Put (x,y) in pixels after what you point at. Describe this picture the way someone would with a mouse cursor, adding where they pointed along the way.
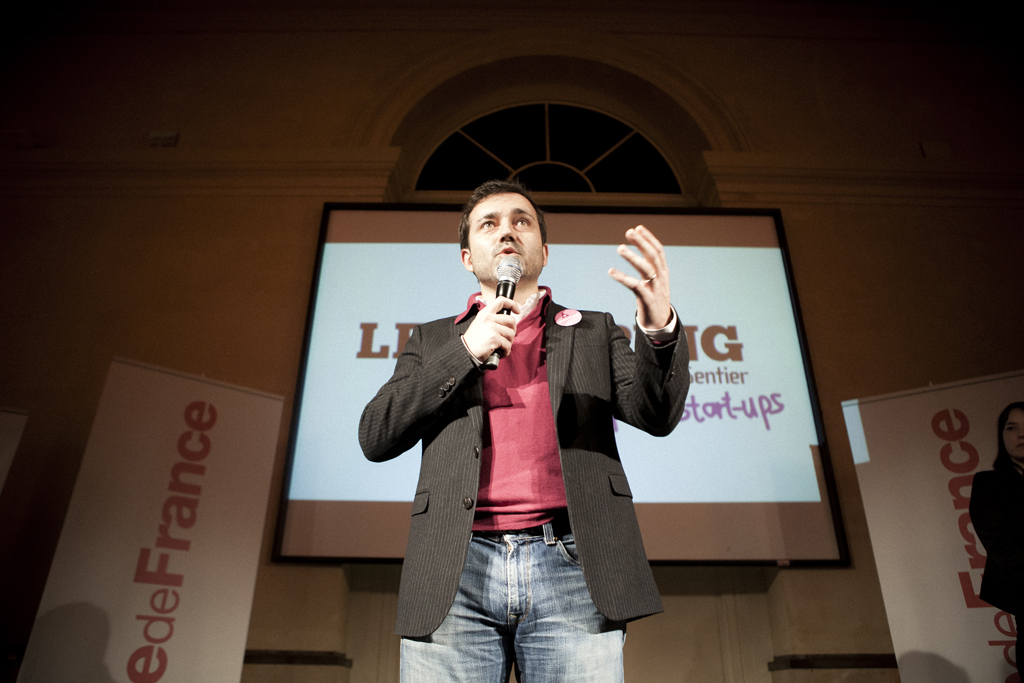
This image consists of a man (534,362) talking in a mic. He is wearing a black suit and blue jeans (464,647). In the background (218,398), we can see banners (51,590) and a projector screen (730,415). At the top (509,156), there is a window (605,182). On the right (1005,525), we can see a woman (1004,565).
